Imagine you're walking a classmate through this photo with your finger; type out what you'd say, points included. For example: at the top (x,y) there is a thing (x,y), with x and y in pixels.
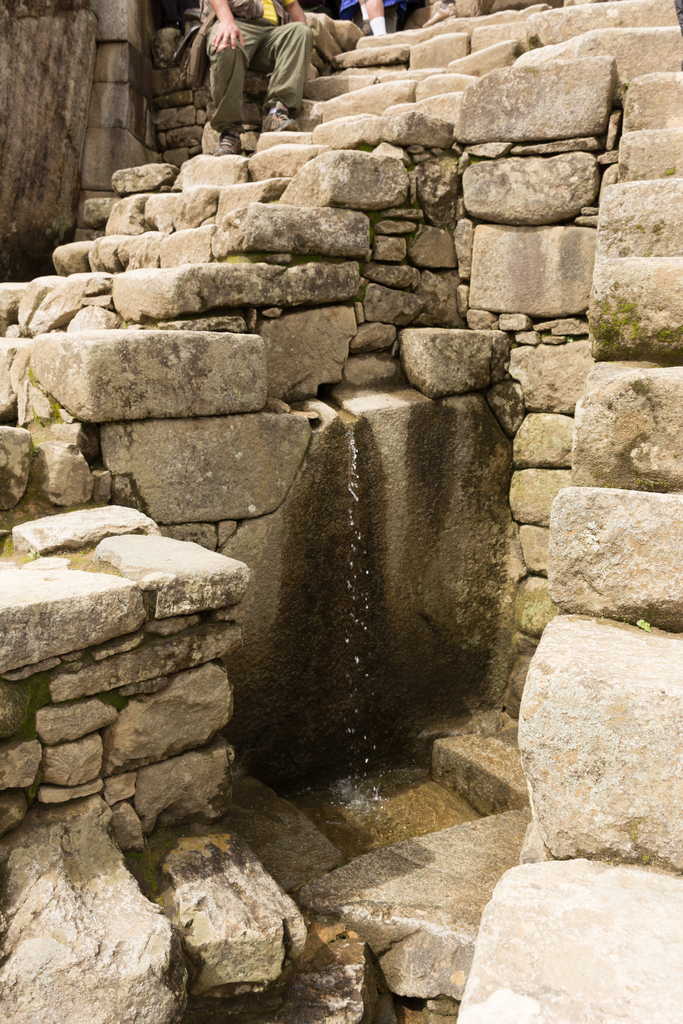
In this image I can see the rocks (245,732) and I can see the water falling from the rocks (342,632). In the background (295,69) I can see few people (285,72) with different color dresses (266,53).
